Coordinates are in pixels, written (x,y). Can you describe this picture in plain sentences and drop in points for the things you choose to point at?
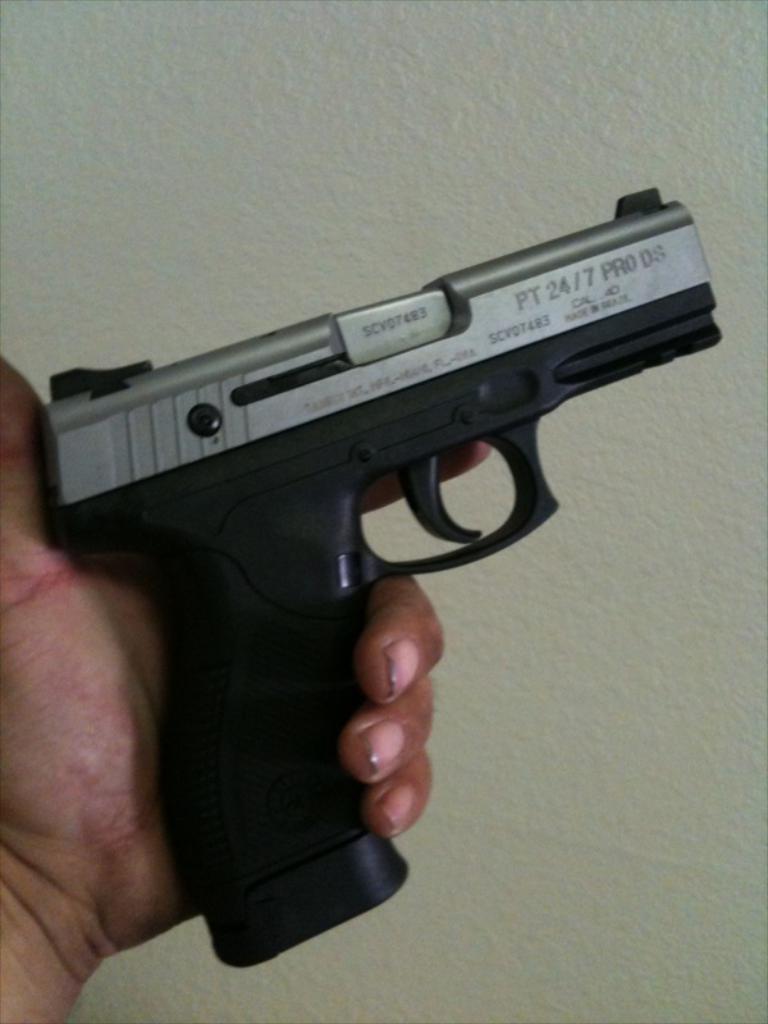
In the image I can see the hand (35,962) of a person (17,825) holding the pistol (345,574). In the background (557,630), I can see the wall (557,630).
